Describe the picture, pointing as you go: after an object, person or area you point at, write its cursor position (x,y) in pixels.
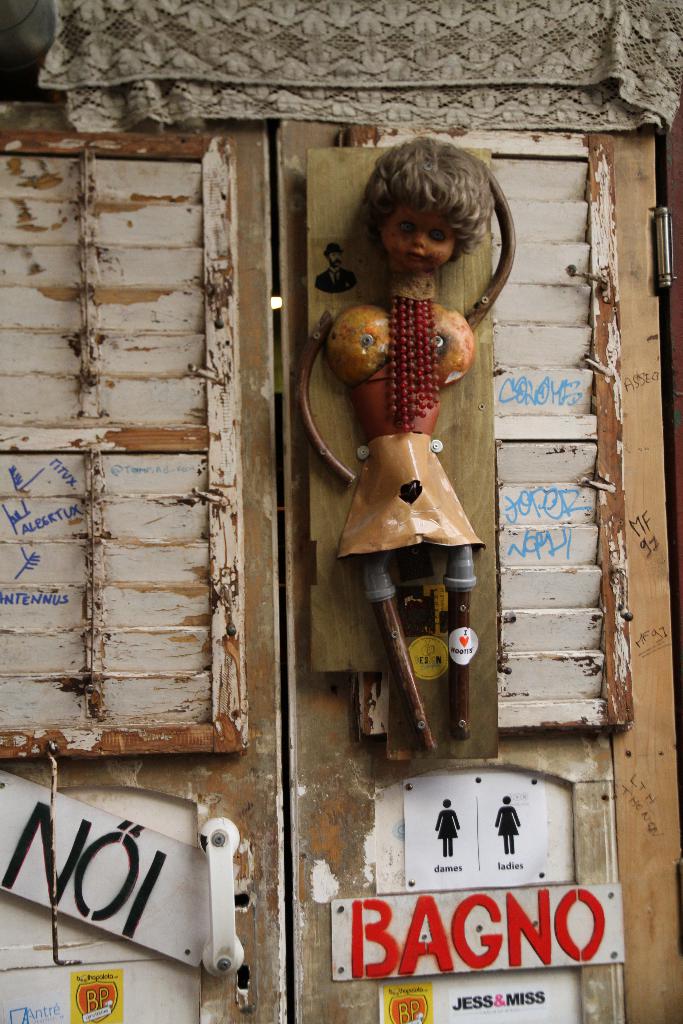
In this image I can see a toy (426,719) which is in cream and red color and the toy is attached to the wooden board (346,204). I can also see a door (90,431) and a cloth (247,49) in white and gray color. I can also see few papers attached to the wooden surface (360,757).
